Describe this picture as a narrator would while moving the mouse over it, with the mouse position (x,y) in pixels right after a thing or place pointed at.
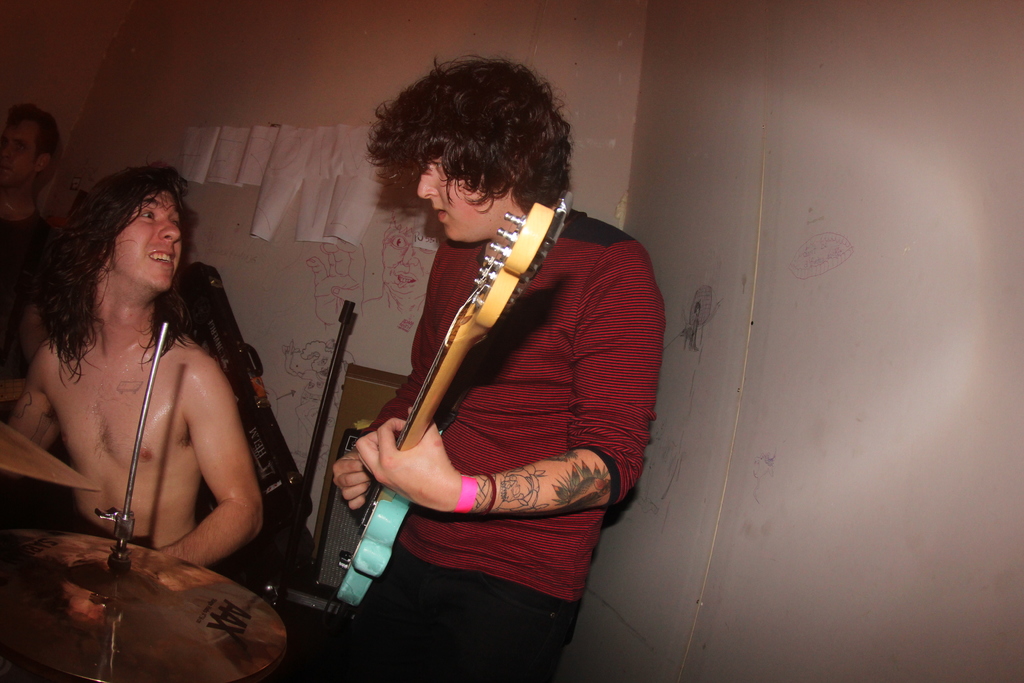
In this image I can see three people (196,424). Among them one person (473,225) is holding the guitar (464,352) and another person (119,492) is sitting in front of the musical instrument (129,587). In the background (224,144) the papers (240,136) are attached to the wall (708,226).
